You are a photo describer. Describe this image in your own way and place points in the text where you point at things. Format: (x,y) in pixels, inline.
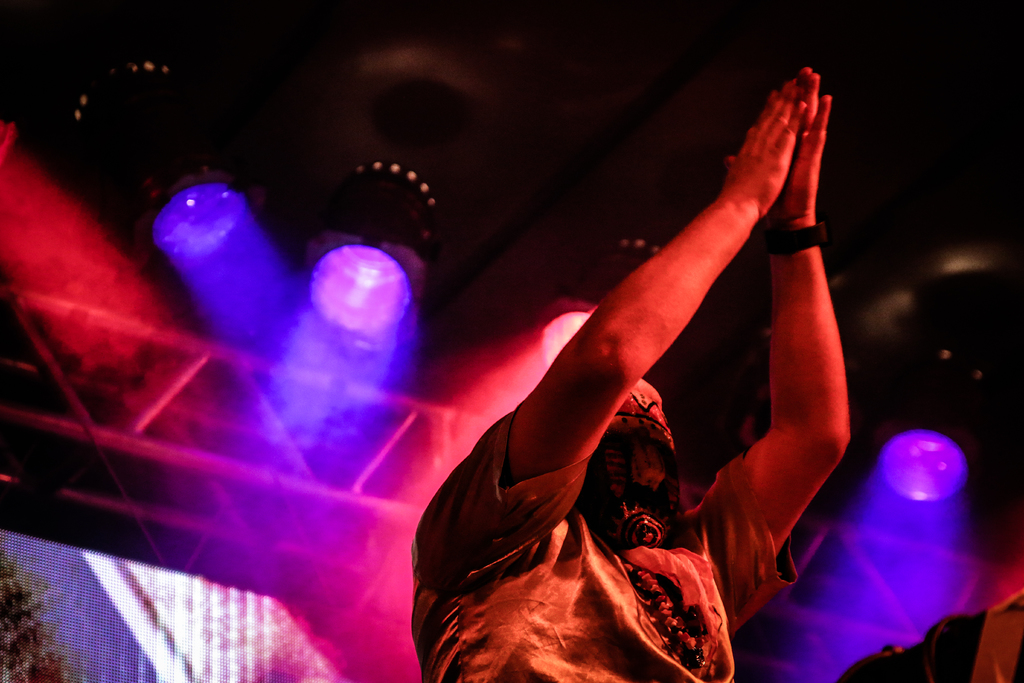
In the center of the image (643,309) there is a person (607,364). At the top of the image (134,111) there are lights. There are rods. To the left side (167,591) bottom of the image (102,569) there is a screen (155,597).
